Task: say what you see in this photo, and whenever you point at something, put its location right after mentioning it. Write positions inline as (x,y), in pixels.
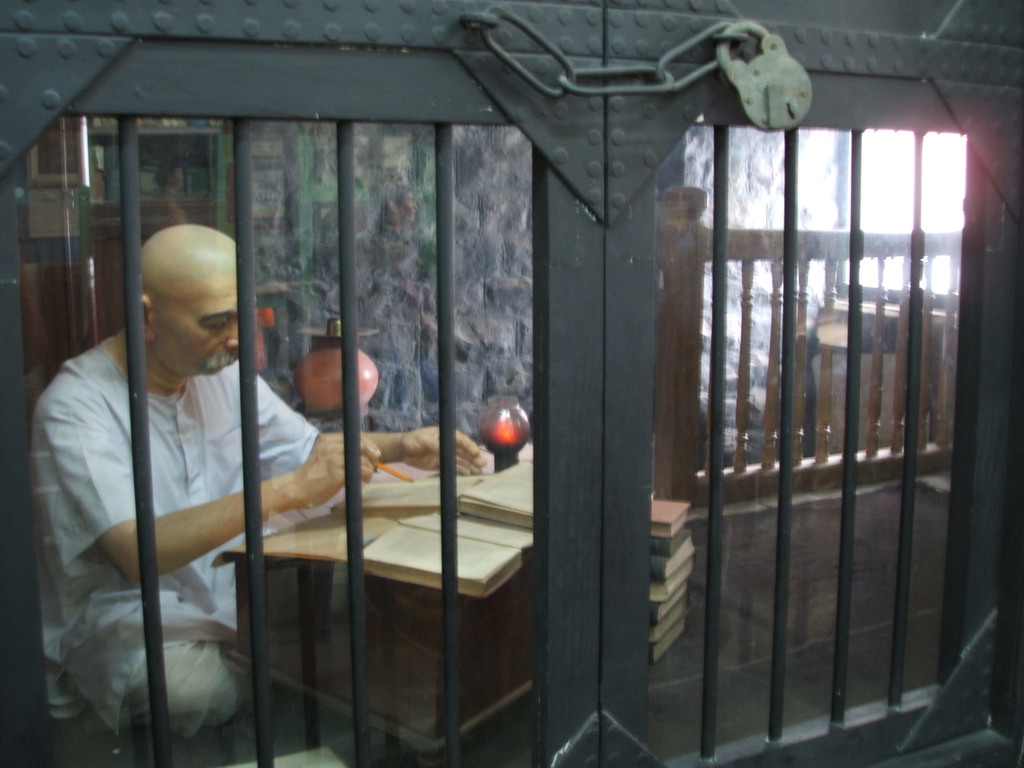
In this picture, we can see an iron grill door (564,445) and behind the door (851,387) there is a sculpture of a man (203,591) and in front of the sculpture (176,561) there is a table (310,588) and on the table (431,503) there are books (436,490) and behind the sculpture (179,465) there is a pot (318,386), glass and a wall (431,301).
